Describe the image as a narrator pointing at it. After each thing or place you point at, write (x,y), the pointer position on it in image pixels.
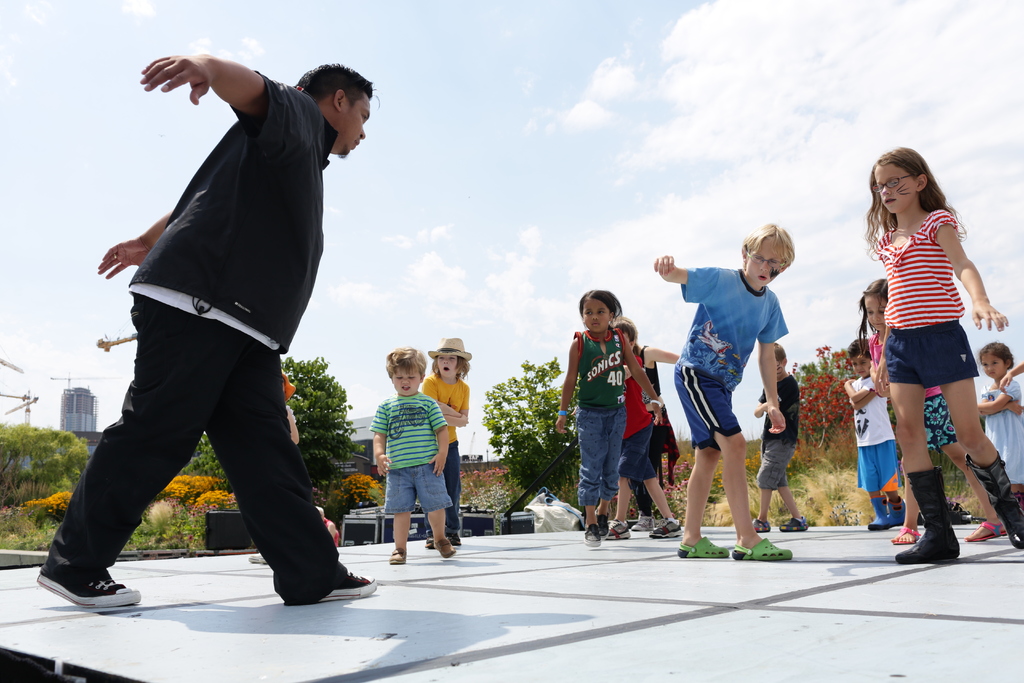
In this image I can see few persons (765,494) standing. In front (235,278) the person (208,280) is wearing black and white color dress (248,355), background (295,402) I can see few plants (686,479) in green color, a building (87,415) in white color and the sky (462,161) is also in white color.
